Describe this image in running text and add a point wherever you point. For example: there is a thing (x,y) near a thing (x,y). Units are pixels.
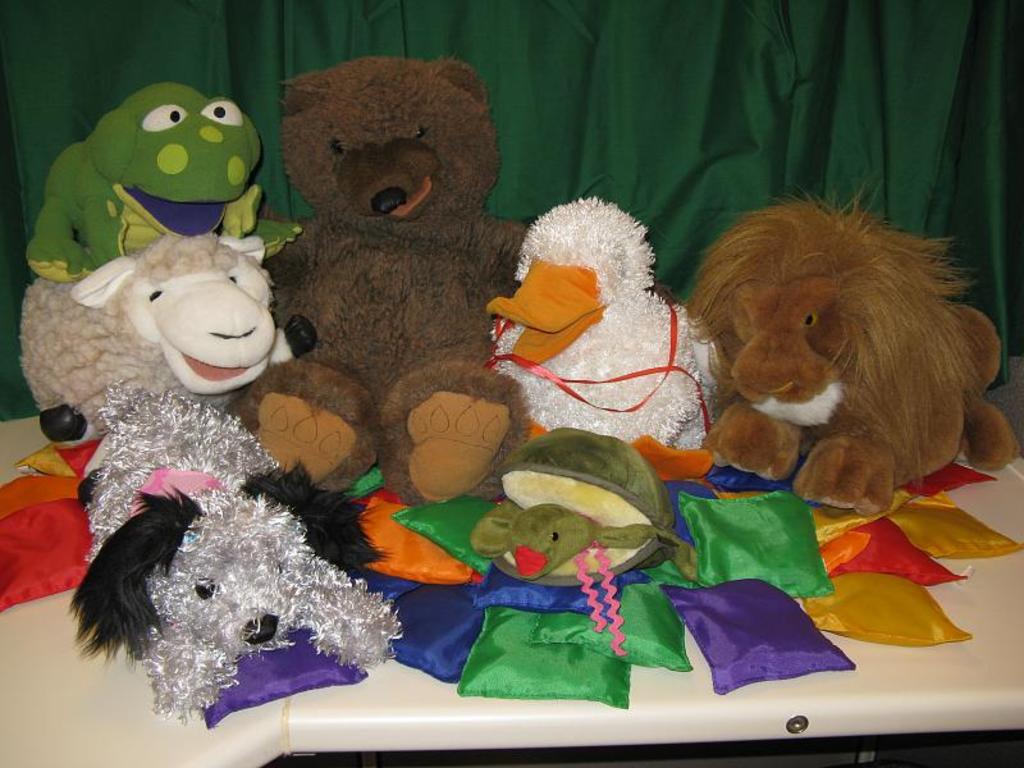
In this picture we can see a table (727,710), there is a teddy bear (386,354) and some dolls (559,336) present on the table (703,697), we can see some clothes (752,612) here, in the background (620,112) there is a curtain (574,66).
